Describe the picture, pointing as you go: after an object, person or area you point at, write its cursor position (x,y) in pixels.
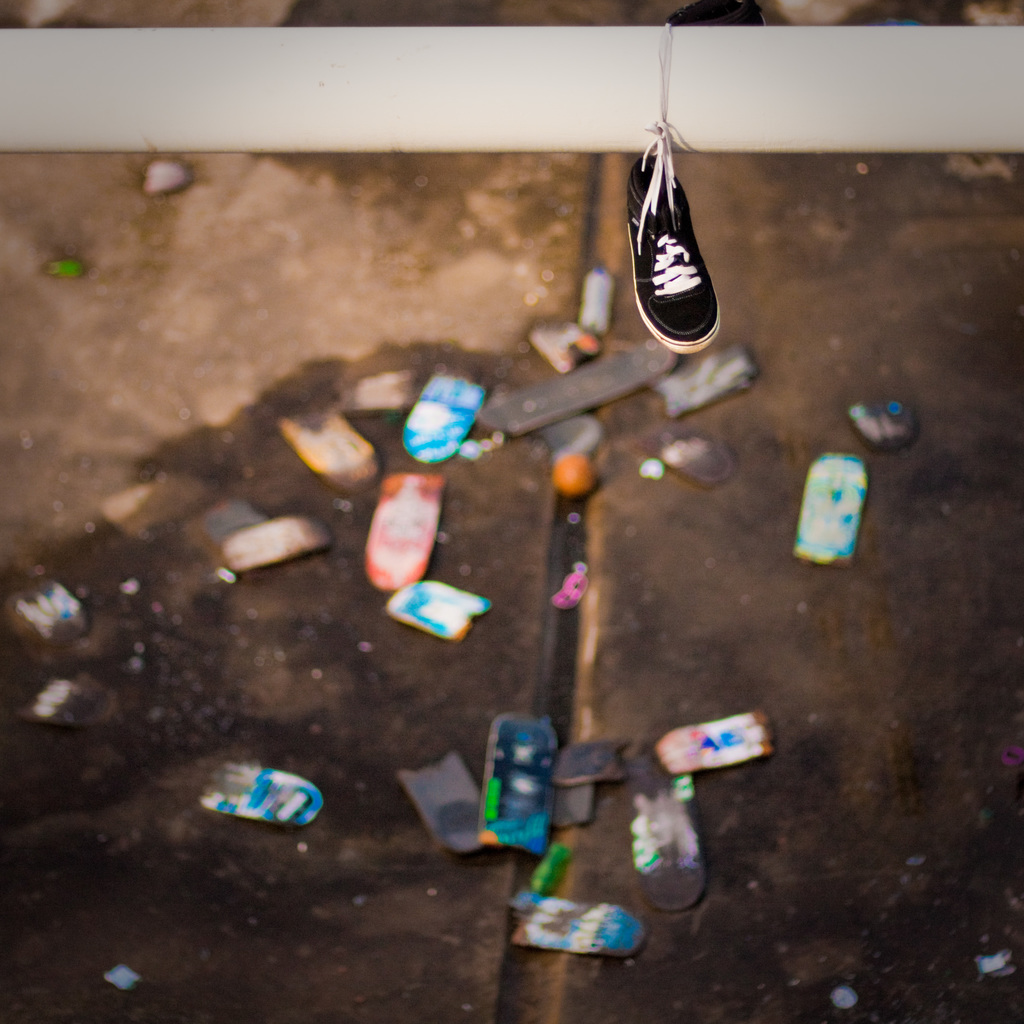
There is a black color shoe (676,223) tied with the white color pole (671,78) and hanged. Below this, there is broken skateboards (412,561) on the ground (905,484).
